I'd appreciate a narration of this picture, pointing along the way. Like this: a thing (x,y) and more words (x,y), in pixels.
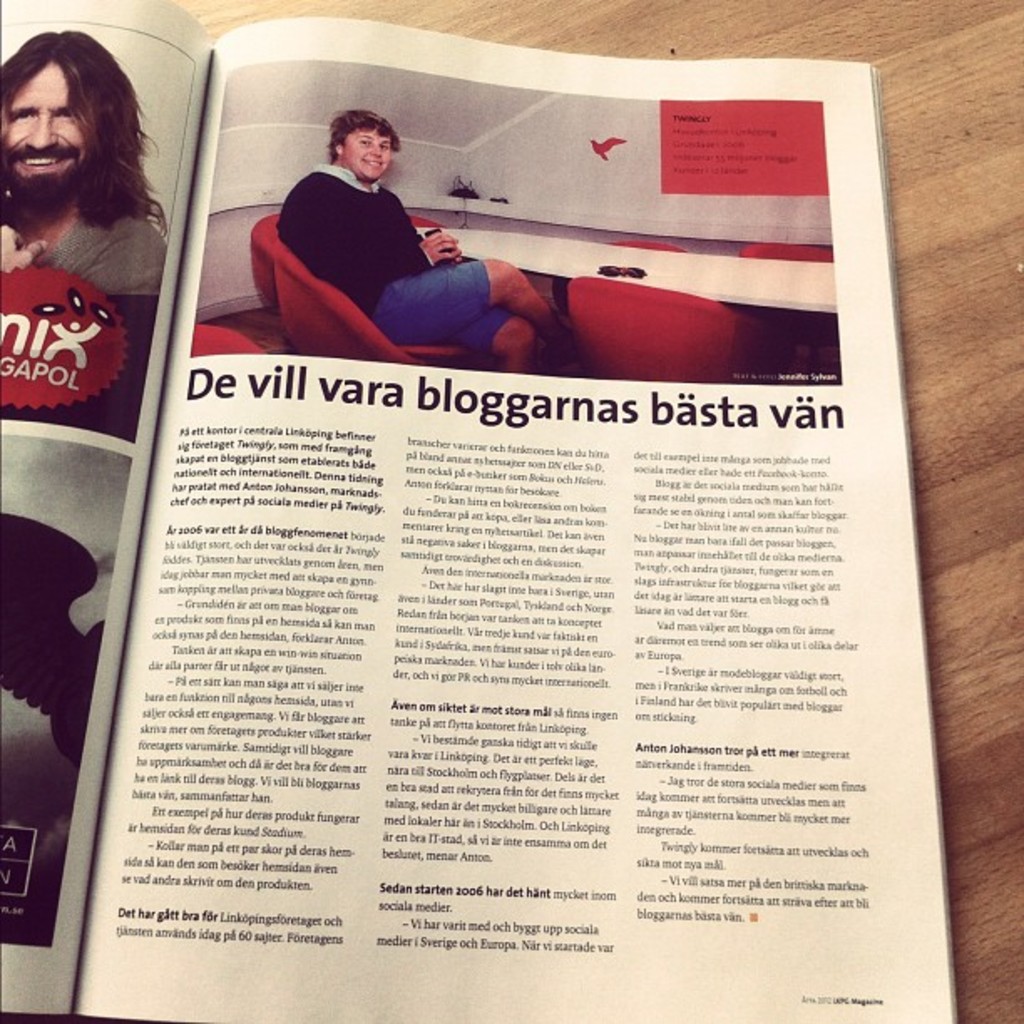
In this image we can see an open book (475,411) with the text (527,521) and also the images (376,217) of people (160,211). In the background (537,37) we can see the wooden surface (948,135).
